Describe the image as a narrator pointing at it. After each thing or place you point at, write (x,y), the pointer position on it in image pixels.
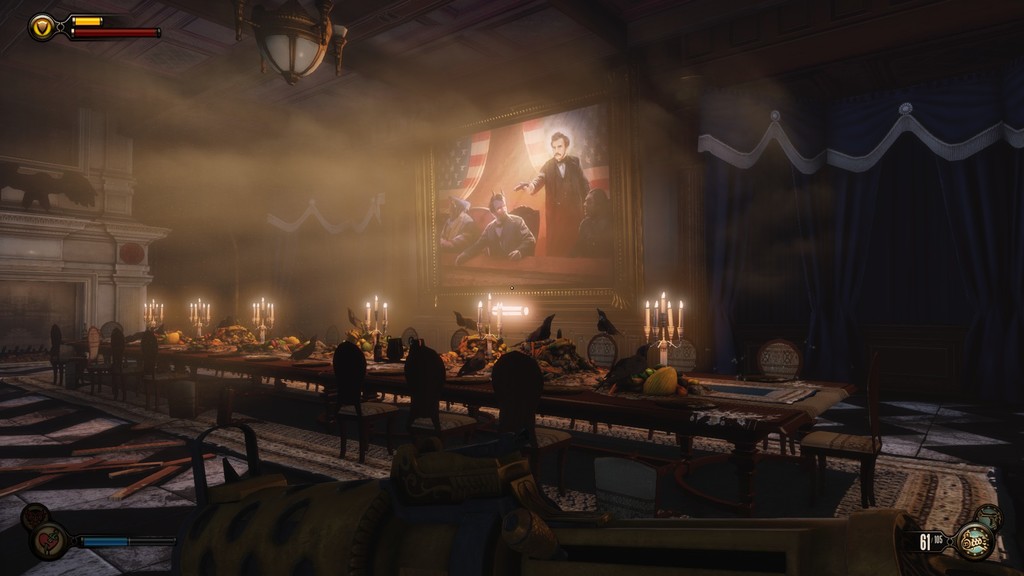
In this image there is a big photo frame (518,253) with painting (459,230) of people (505,253) on the wall (25,90), in front of that there is a dining table (472,390) with food (473,340) and some candle stand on it. Also there are some big curtains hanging on the wall (323,197) and chandelier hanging on the roof (404,57).
